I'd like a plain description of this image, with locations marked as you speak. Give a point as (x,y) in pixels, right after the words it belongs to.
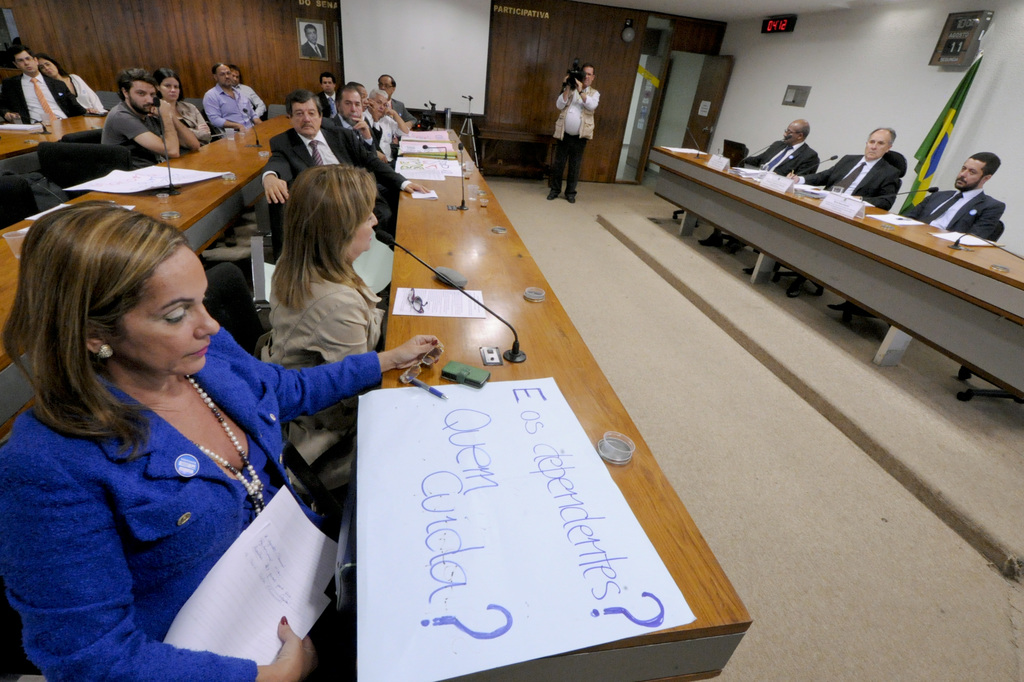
In this image there are many people (219,469) sitting on the chairs (378,274) at the tables (454,255). On the tables (397,255) there are microphones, papers (427,173), spectacles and pens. Behind them there is a wall (541,62). There is a picture frame (315,47) on the wall (513,56). Beside the frame (301,46) there is a projector board (453,48) on the wall (552,82). In front of the board (438,50) there are tripod stands (473,133). Beside the stands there is a man (583,99) standing. He is holding a camera (572,85) in his hand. Behind him there is a door (708,92). Above the door (708,68) there is a digital clock (771,23) on the wall (811,19). In the top right (931,141) there is a flag (945,127) behind the table (810,228).
